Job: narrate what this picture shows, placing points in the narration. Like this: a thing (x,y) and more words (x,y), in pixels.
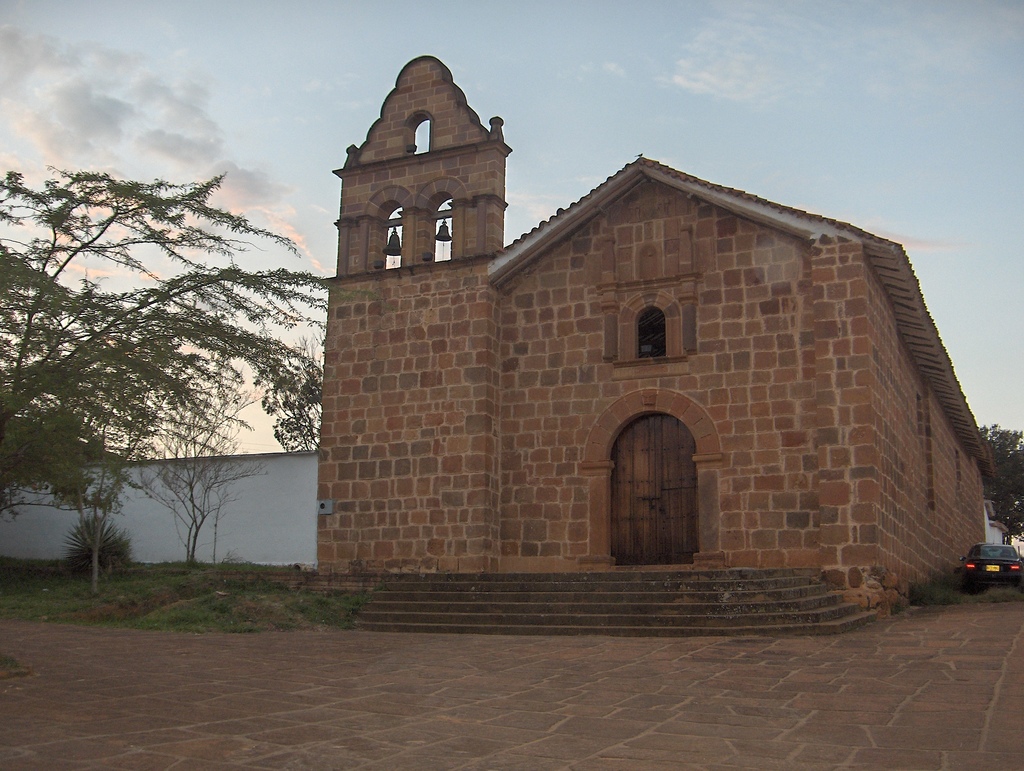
This picture is clicked outside. In the center (501,503) we can see a house (516,408), we can see the window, door (681,473) of the house (496,275) and we can see the bells (441,231) hanging. In the background (643,108) we can see the sky (529,135), trees (78,438), plants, green grass (293,597) and a vehicle (997,566) and the stairs (637,581).
